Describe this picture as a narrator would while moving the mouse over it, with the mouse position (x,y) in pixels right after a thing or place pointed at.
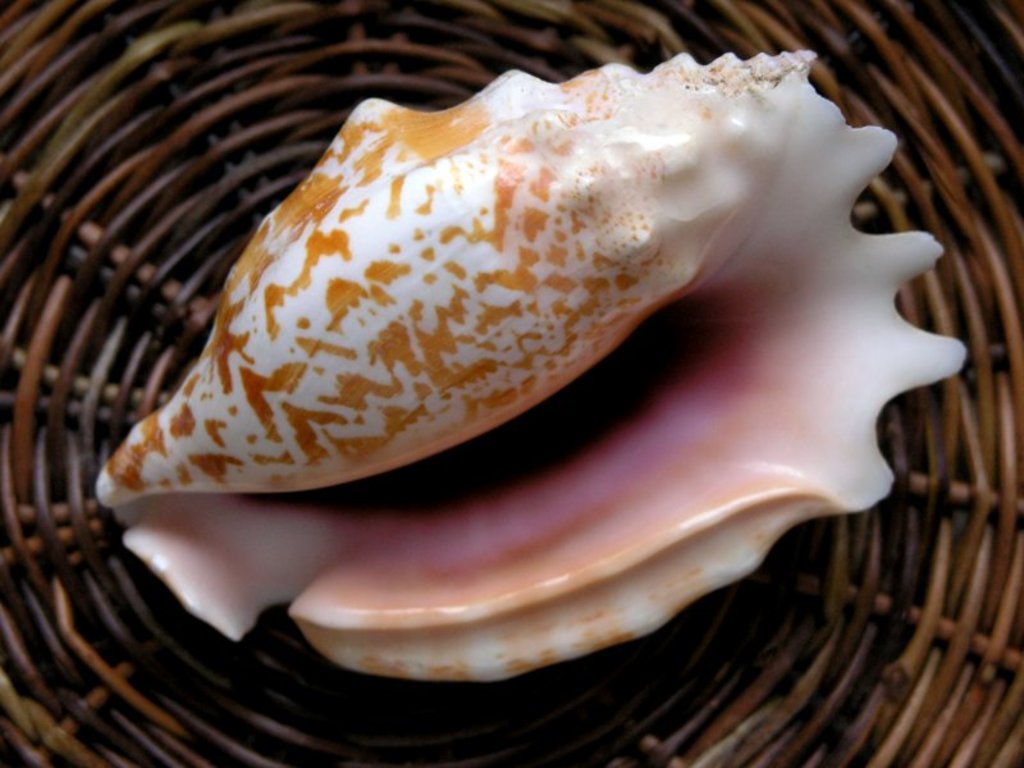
In this image there is one seashell (372,217) is kept on one object (422,58) as we can see in middle of this image (583,475).
